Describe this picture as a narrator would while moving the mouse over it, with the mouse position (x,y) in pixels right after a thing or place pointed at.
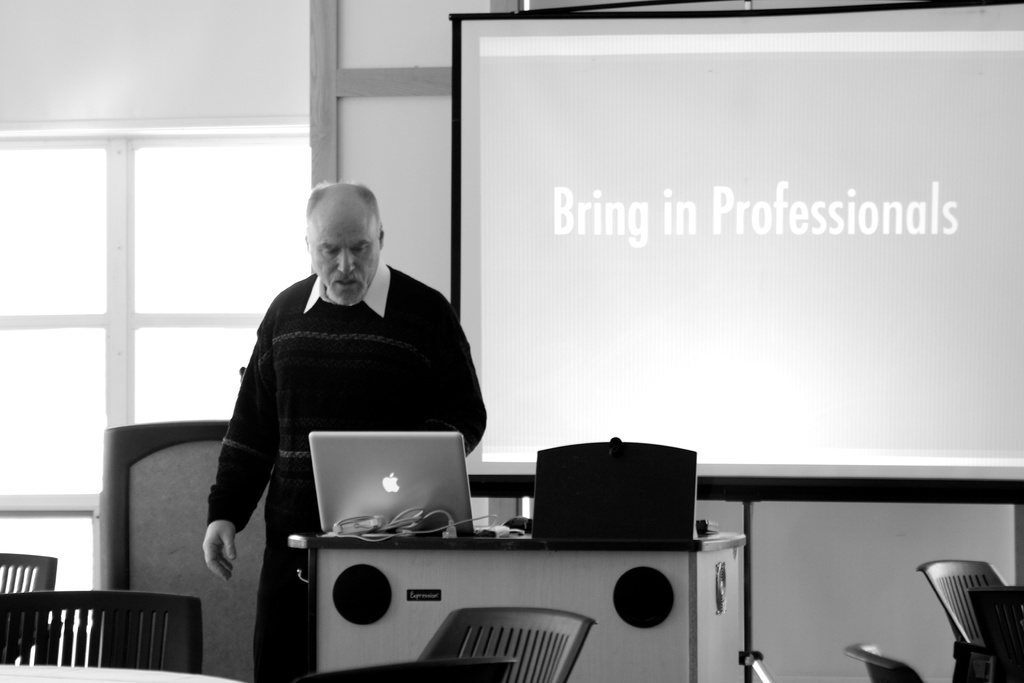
In the middle of the image (343,230) a man (338,239) is standing and watching into the laptop (390,451). Laptop (405,485) is on the table (353,560). Bottom right side of the image (994,576) there are some chairs (970,578). Top right side of the image (975,58) there is a screen (485,158). Top left side of the image (179,23) there is a window (3,147) and wall (54,45). Bottom left side of the image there are two chairs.
